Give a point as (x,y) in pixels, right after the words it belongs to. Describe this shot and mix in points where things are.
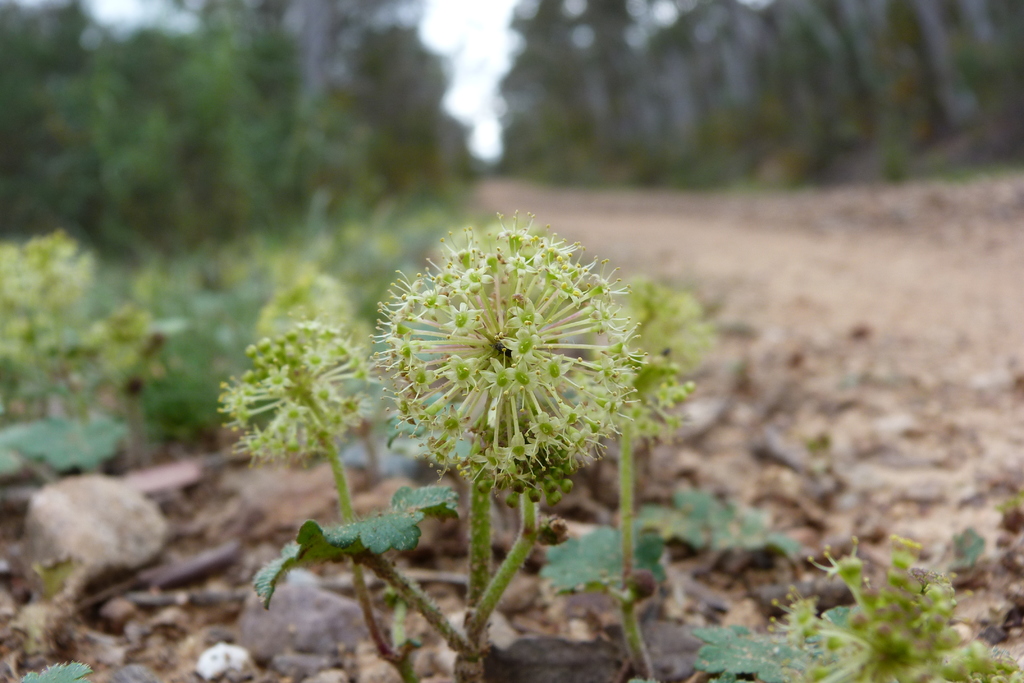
At the bottom of the picture (496,491), we see plants (536,495) which have flowers (495,458) and these flowers (403,357) are in green color. We even see stones (320,599) and twigs (774,450) at the bottom (712,489). There are trees (439,151) in the background (596,181). This picture is blurred in the background (216,181).
